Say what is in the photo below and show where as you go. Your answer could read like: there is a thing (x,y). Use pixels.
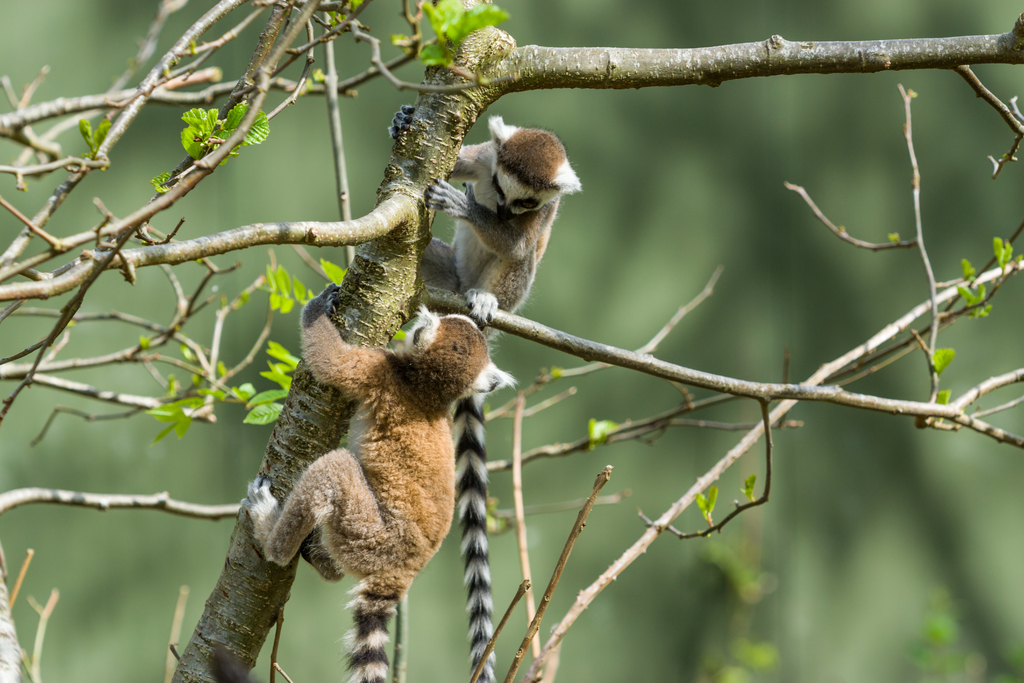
In this image I can see animals (403,391), branches (352,241) and leaves (233,388). In the background (946,517) it is blur.
